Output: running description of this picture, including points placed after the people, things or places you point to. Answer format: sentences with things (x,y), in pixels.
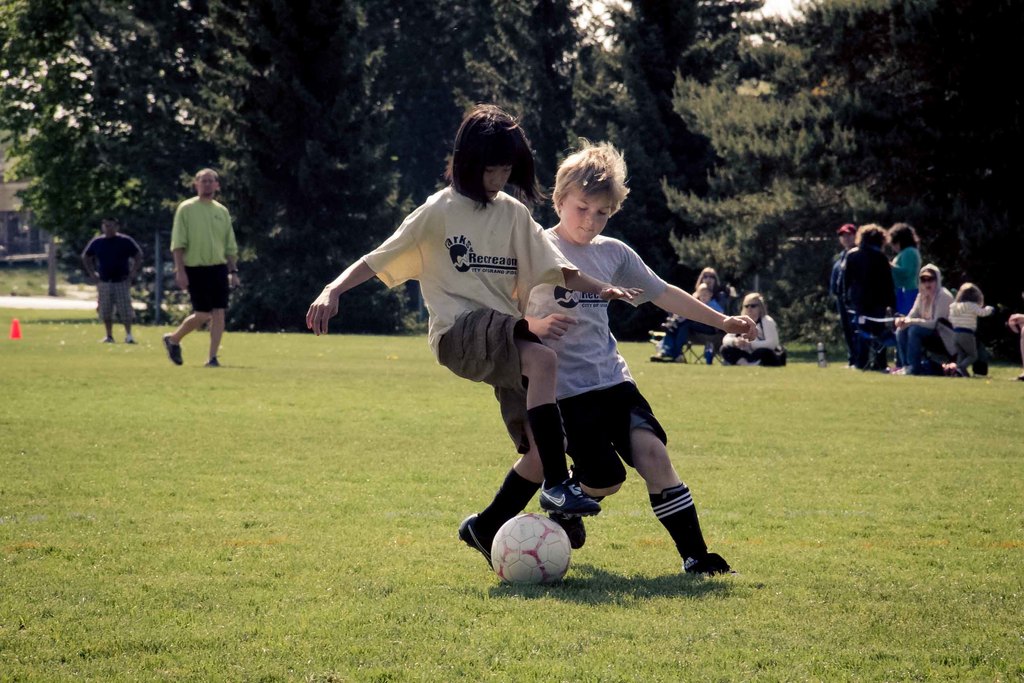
In this picture there are two children (429,305), they are playing the foot ball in the playground (297,422) on the grass floor (281,412), and there are trees (371,70) all around the area of the image, there are group of people (880,237) those who are sitting at the right side of the image (878,274), it seems to be children (668,460) are fighting for kicking the ball (505,557) first.
